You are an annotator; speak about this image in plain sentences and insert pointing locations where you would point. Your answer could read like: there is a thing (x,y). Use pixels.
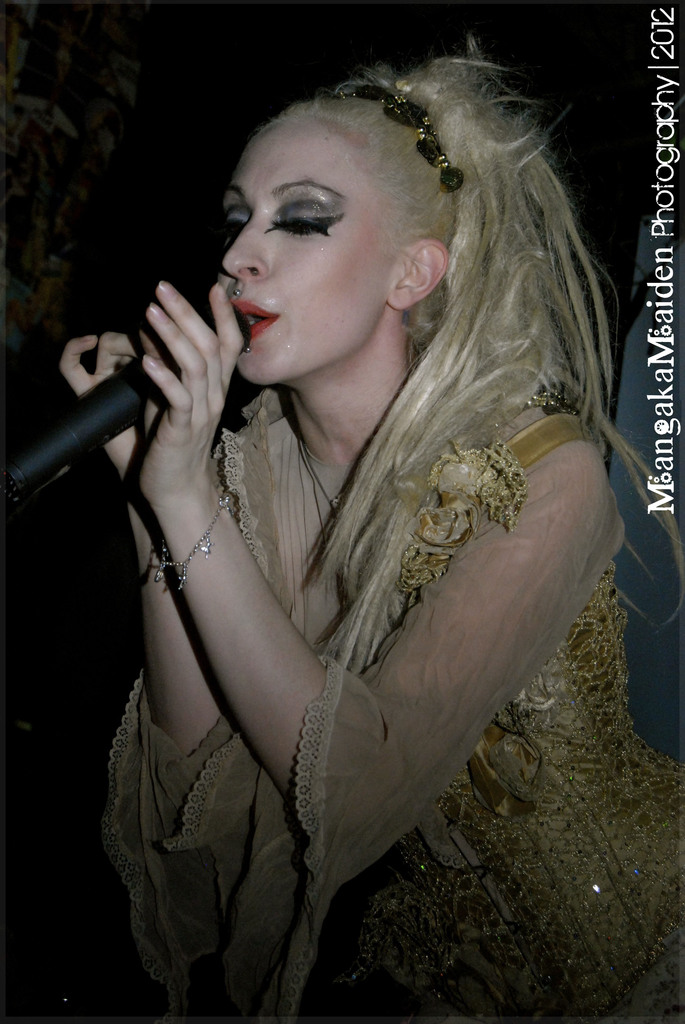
In this picture we can see woman (303,504) holding mic (29,447) in her hand (181,378) and singing and she wore hair band (421,122), bracelet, nice dress (399,656).
